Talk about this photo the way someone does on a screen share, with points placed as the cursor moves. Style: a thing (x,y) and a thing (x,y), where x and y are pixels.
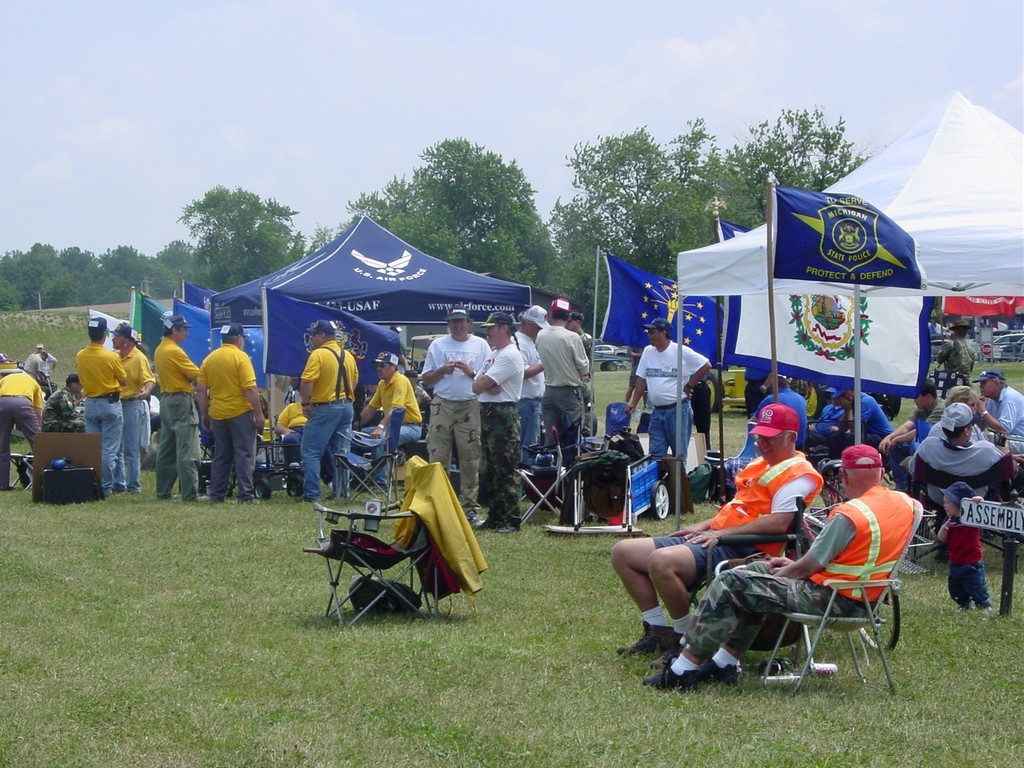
In this image we can see a few people (179,361), among them some are standing and some are sitting on the chairs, we can see some tents (370,309), poles (856,403), plants (590,319), trees (589,322) and some other objects (616,532) on the ground (599,566), in the background (207,148) we can see the sky (283,139).
